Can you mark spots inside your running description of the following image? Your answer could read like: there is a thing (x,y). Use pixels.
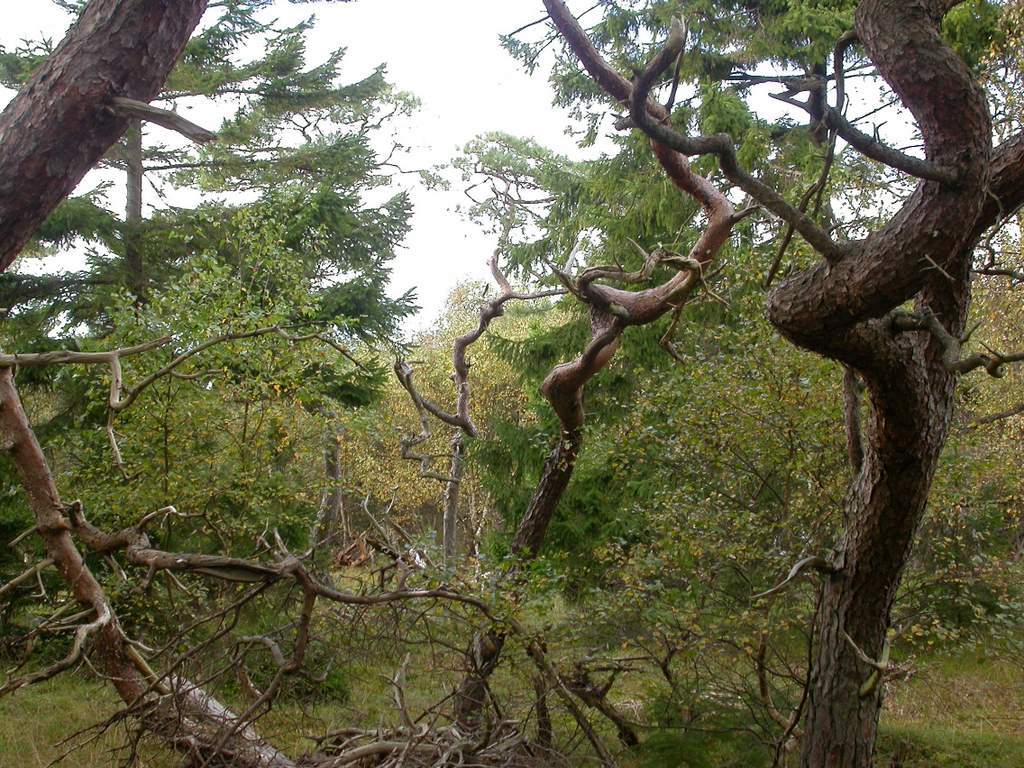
In this image I can see trees (640,519) in green color, background (451,270) the sky (438,247) is in white color.
